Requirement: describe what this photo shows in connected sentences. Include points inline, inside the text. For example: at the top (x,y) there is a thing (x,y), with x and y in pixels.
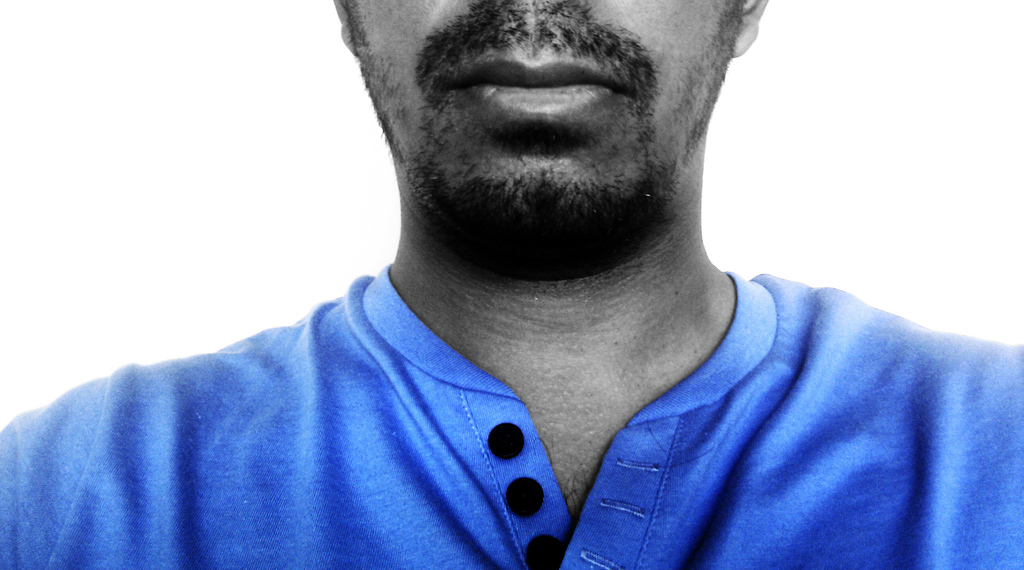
In this image I can see a person (364,278) wearing a blue color t-shirt (253,459). The background (163,233) is in white color.
